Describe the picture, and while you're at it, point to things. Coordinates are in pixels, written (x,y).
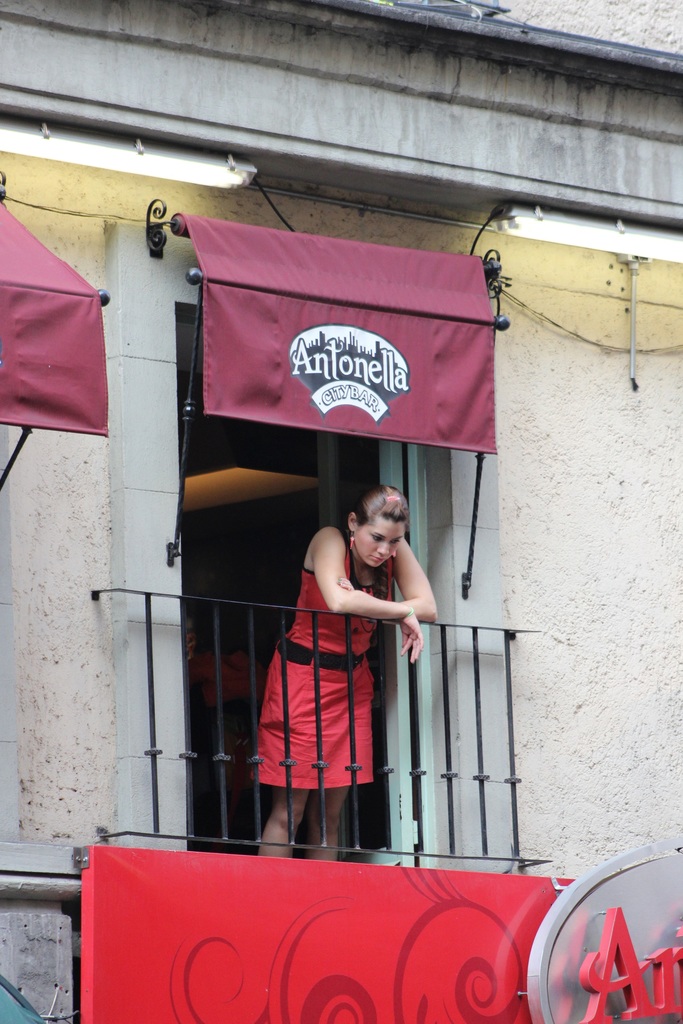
In this image we can see a woman (361,664) standing and seeing down through a railing (216,634). In the background (264,180) we can see building (630,760) and a pipeline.
